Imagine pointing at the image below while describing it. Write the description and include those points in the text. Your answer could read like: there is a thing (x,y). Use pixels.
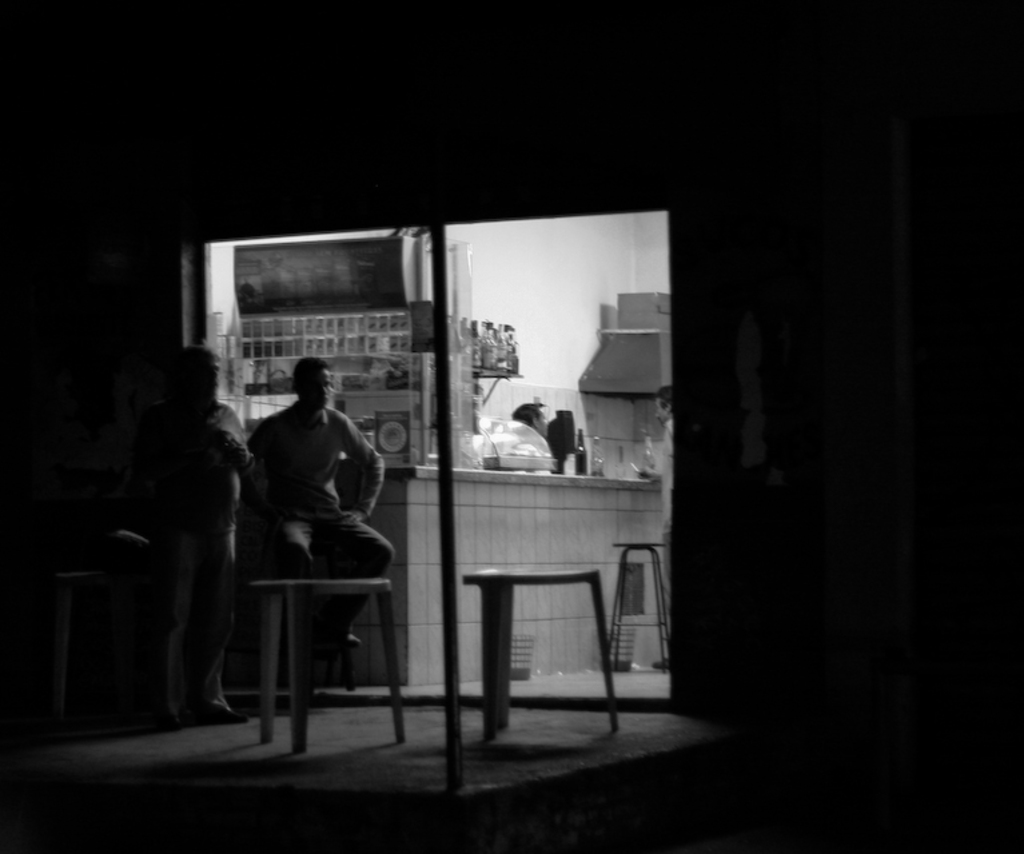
This is a black and white image and here we can see people (328,375) and one of them is sitting on the stand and there are some stools (393,601). In the background (428,359), there are bottles (495,366) and some other objects (567,443) and we can see a pole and a wall (605,416). At the bottom (354,773), there is a floor (360,775).
